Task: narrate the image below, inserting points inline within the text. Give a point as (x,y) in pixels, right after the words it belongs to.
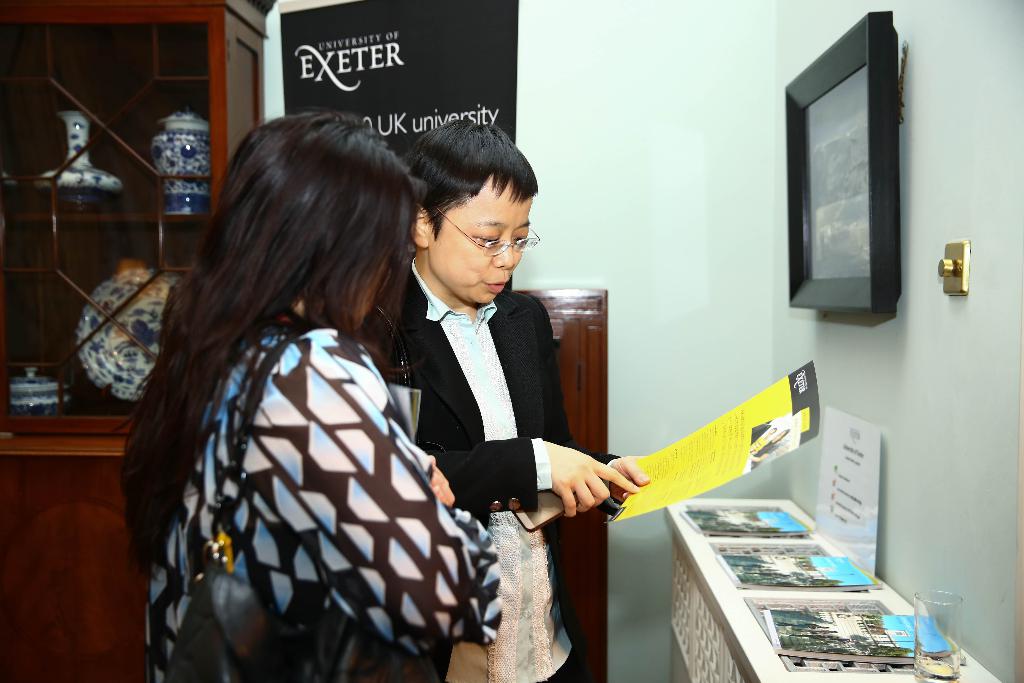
In this I can see in the middle (503,433) a woman (517,457) is standing and explaining by looking into the paper (691,441). She wore coat (459,401), spectacles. Beside her there is another woman (329,521) standing and listening to her, on the right side (739,521) there are books (799,584) and there is a picture (851,169) on the wall (957,179). On the left side (69,167) there are porcelain things (161,312) in the rack (99,225).
